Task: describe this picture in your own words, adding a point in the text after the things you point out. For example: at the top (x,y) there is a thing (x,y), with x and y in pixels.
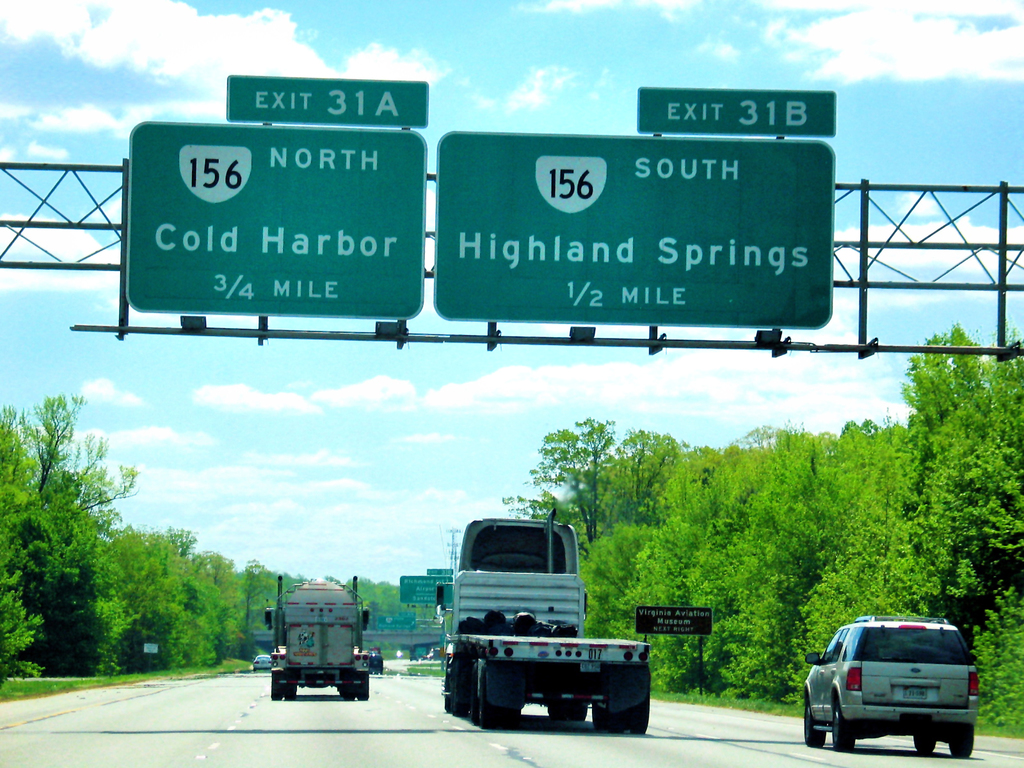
In this image there is a highway (229,716) on which there are two trucks (479,639) and a car (841,677) beside them. At the top (217,223) there are two direction boards (371,214). At the top (456,44) there is sky (423,38). There are trees (193,585) on either side of the highway (353,711).
